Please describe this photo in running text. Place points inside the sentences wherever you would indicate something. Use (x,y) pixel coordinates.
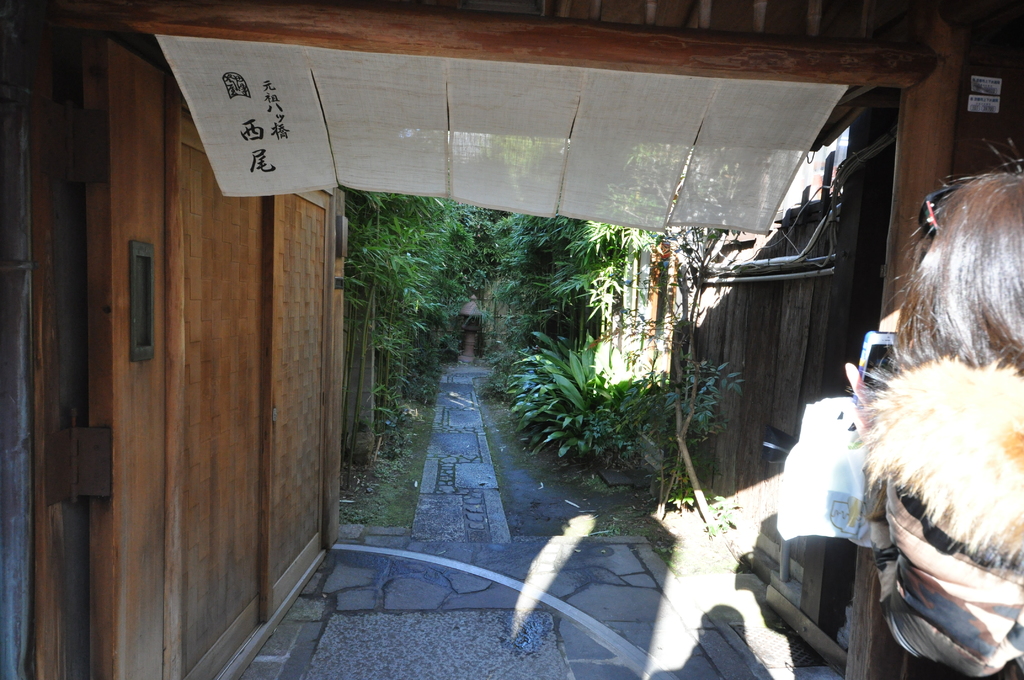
In this image in the front (903,444) on the right side (929,428) there is a person (966,466). In the background (443,340) there are trees (485,360) and there's grass (503,437) on the ground (520,462), on the left side (170,368) there is a door (254,414). On the right side (697,338) there is a wooden fence (697,338). On the top (436,148) there are objects (485,140) which are white in colour.
